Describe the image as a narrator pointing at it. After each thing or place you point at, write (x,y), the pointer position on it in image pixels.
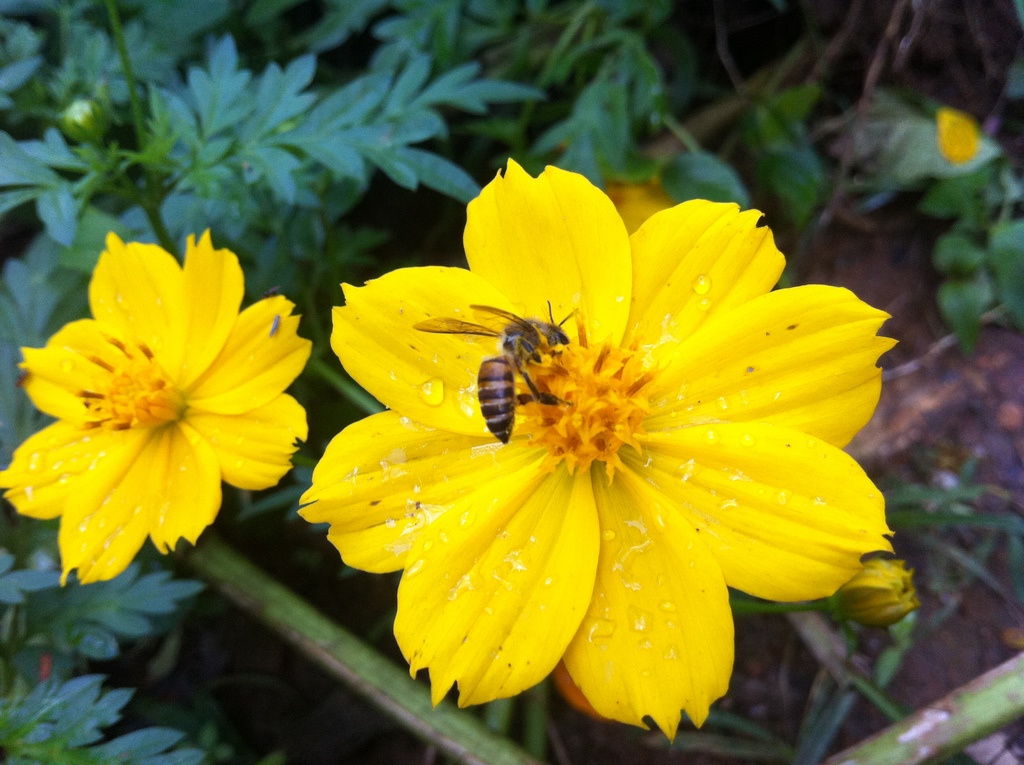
In this picture I can observe yellow color flowers (543,406) and a honey bee (519,341) on one of the flowers (451,362). In the background (326,142) there are some plants (421,140) on the ground (373,764).
